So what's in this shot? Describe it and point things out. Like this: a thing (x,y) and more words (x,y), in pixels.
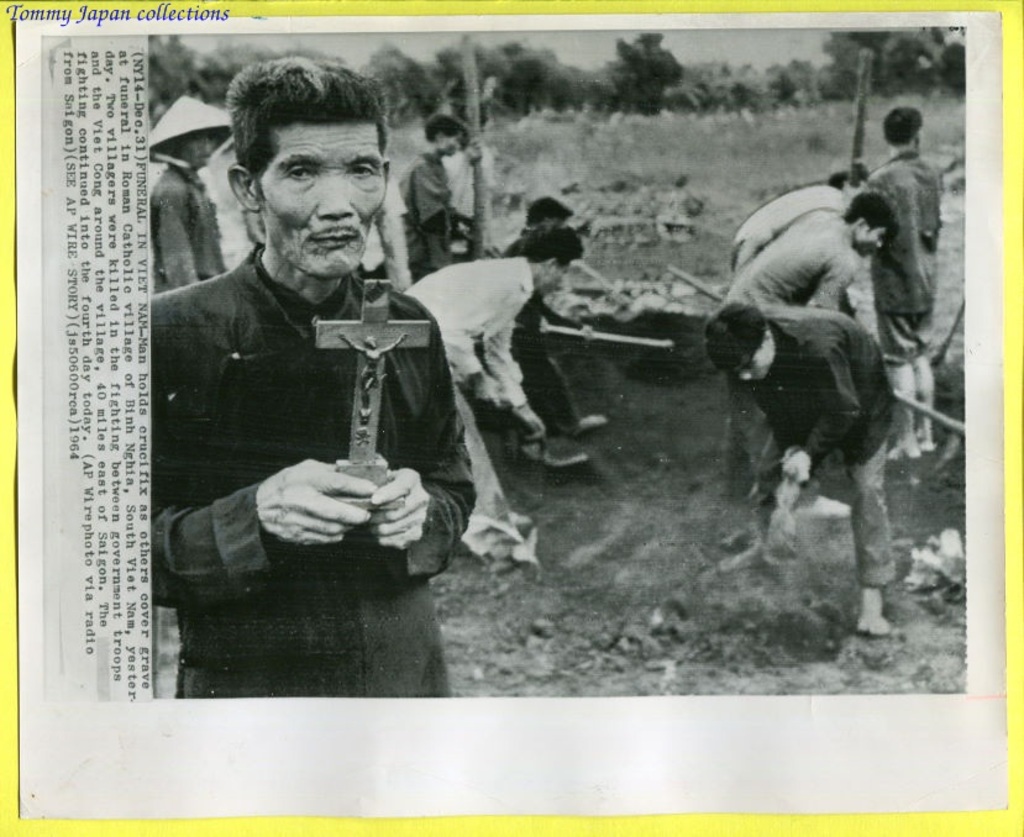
In this image I can see number of people (541,327) and I can see all of them are holding few things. I can also see few trees (663,63) in the background (300,46) and on the left side of this image (110,16) I can see something is written. I can also see this image is black and white in colour.
